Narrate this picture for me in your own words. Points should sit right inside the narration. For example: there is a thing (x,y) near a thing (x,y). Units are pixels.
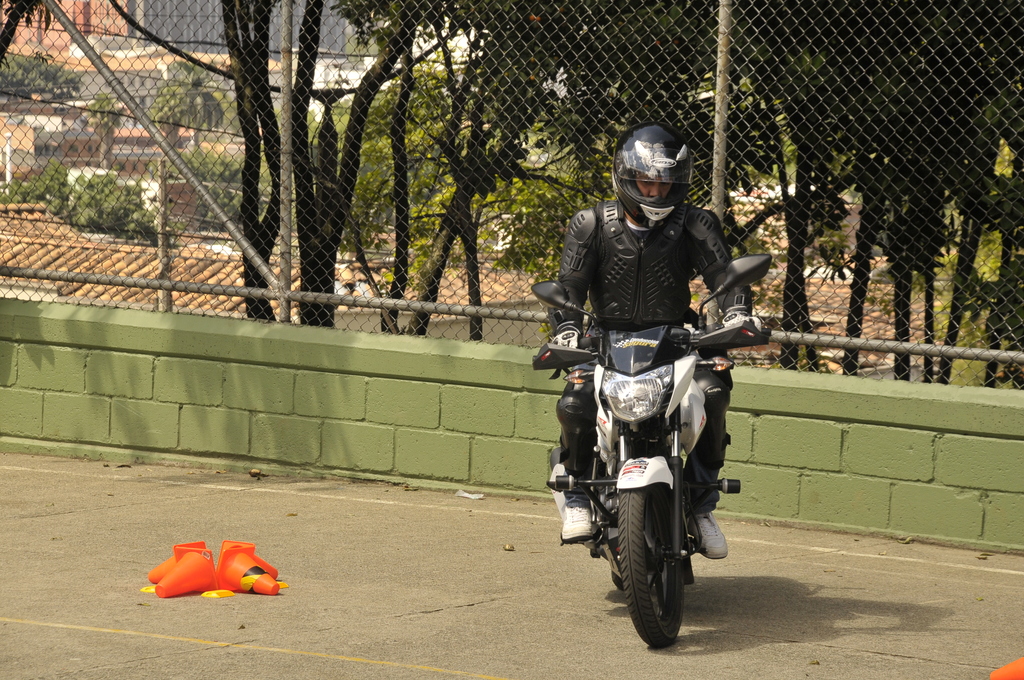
In this image i can see a man (631,317) riding bike (614,467) on the road (570,584), there are few traffic cones (246,562) on the road (190,533). At the background (222,440) i can a wall (243,380), railing (383,249), tree (421,234) and building (352,28).
